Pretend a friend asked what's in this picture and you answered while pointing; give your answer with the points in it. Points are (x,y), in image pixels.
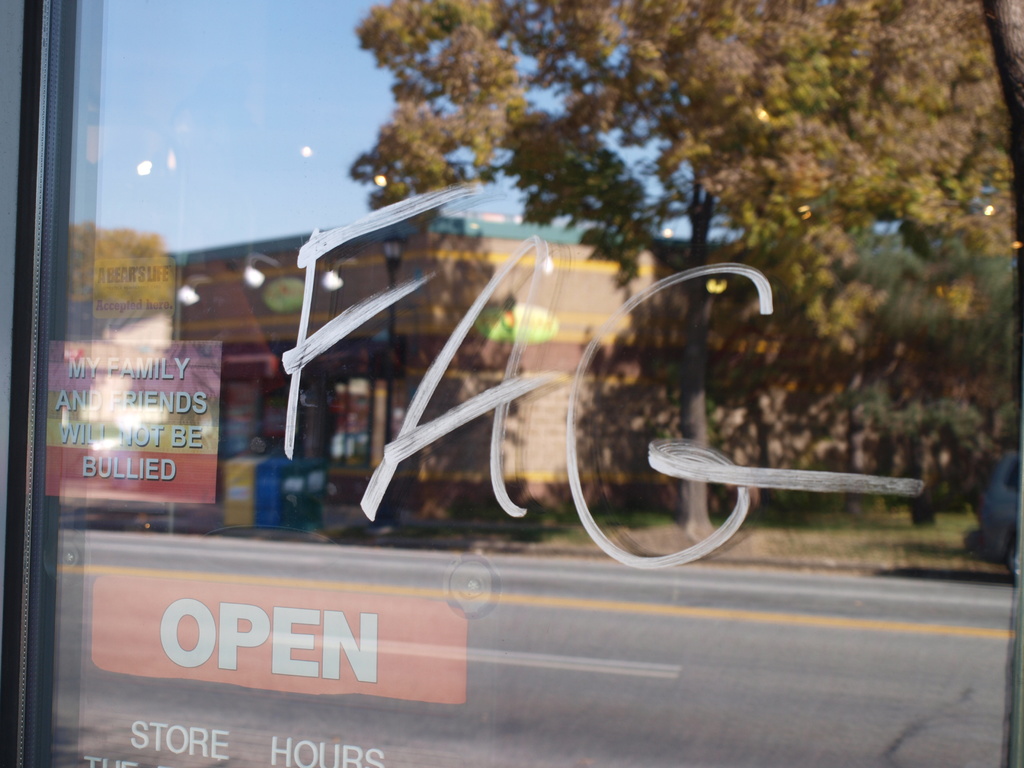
In this image I can see the glass surface (427,465) and on it I can see the reflection (636,401) of few trees (745,235), few buildings (438,309), the road (592,616) and the sky (235,132).
